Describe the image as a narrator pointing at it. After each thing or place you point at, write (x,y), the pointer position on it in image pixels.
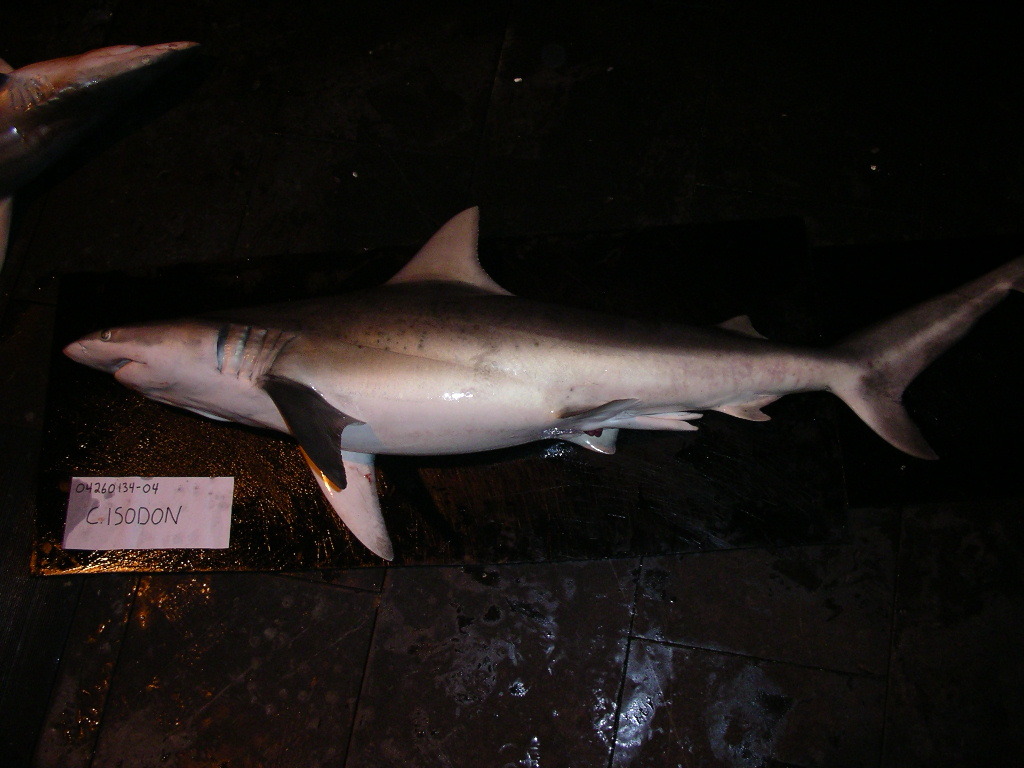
In this image there are fishes (56,70). At the bottom (603,714) there is a floor (456,702) and we can see a mat (531,526).
